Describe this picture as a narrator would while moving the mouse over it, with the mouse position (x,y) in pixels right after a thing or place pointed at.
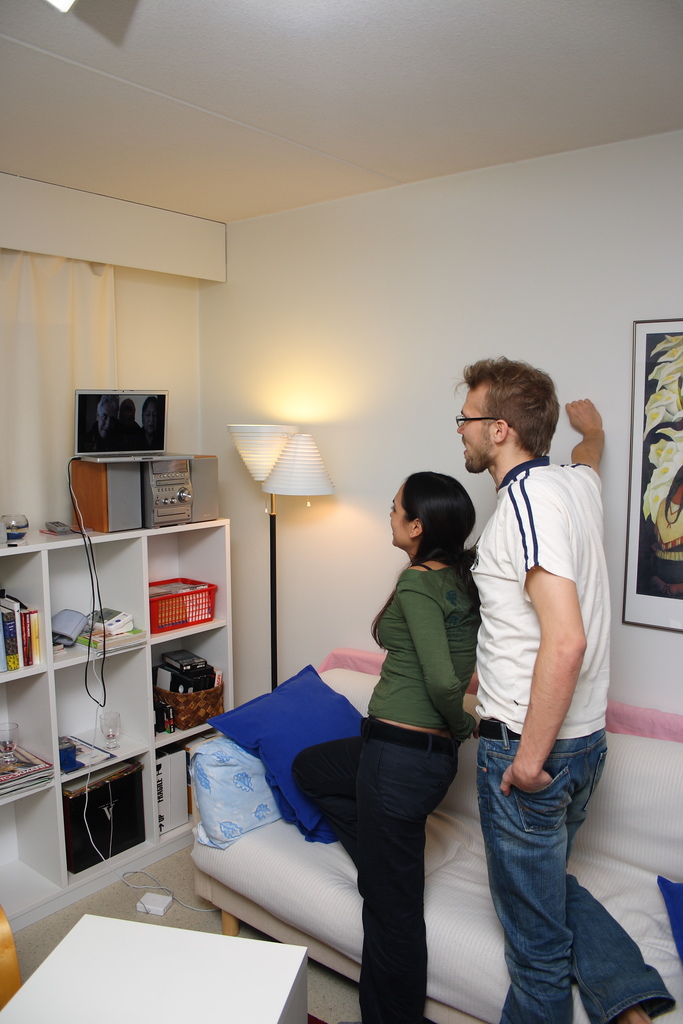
This picture shows a man (575,686) and a woman (381,710) standing and we see a sofa (577,1009) with a pillow (247,770) and couple of cushions (280,690) on it and we see a laptop (109,441) and a stand light (270,489) and we see a shelf (124,680) with a basket (186,601) and some books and we see a frame (681,522) on the wall (628,353) and we see a table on the side.
